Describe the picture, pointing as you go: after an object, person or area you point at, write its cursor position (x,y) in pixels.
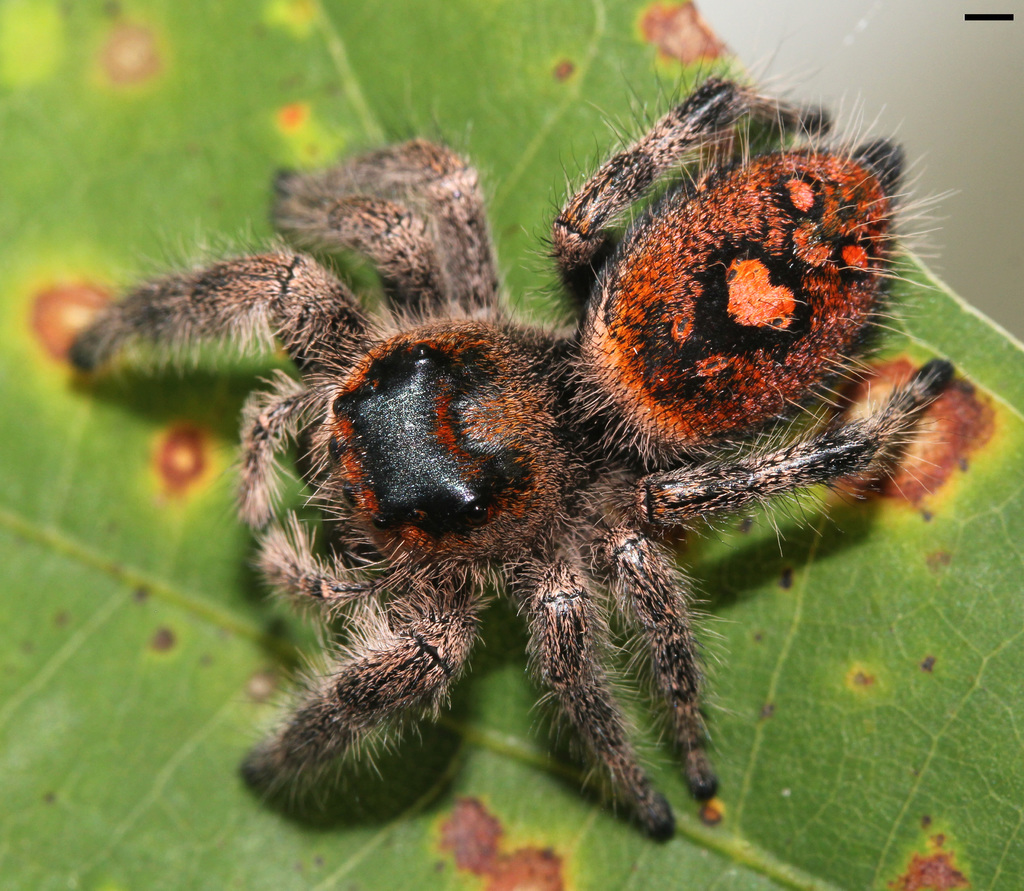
In the center of the image (669,401), we can see a spider (474,433) on the leaf (785,636).
